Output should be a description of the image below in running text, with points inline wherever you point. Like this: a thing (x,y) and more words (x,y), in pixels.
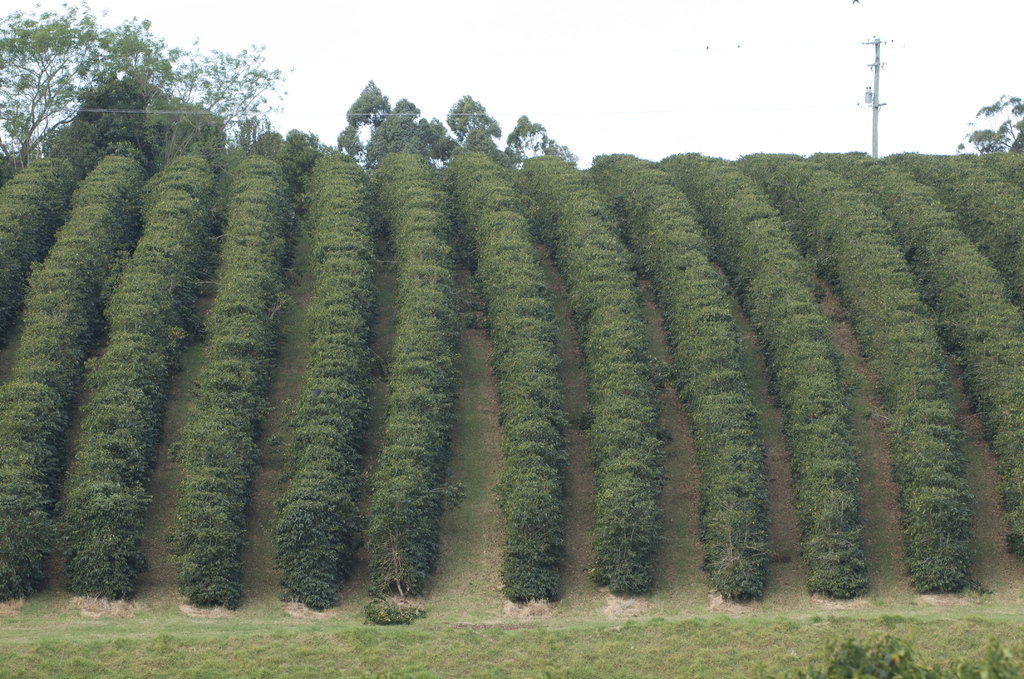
In this picture I can see the grass (577,659) in front (608,663). In the middle of this picture (520,293) I can see the bushes (903,238). In the background (811,66) I can see the trees (58,139), a pole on the right side of this picture (873,81) and the sky (553,85).
